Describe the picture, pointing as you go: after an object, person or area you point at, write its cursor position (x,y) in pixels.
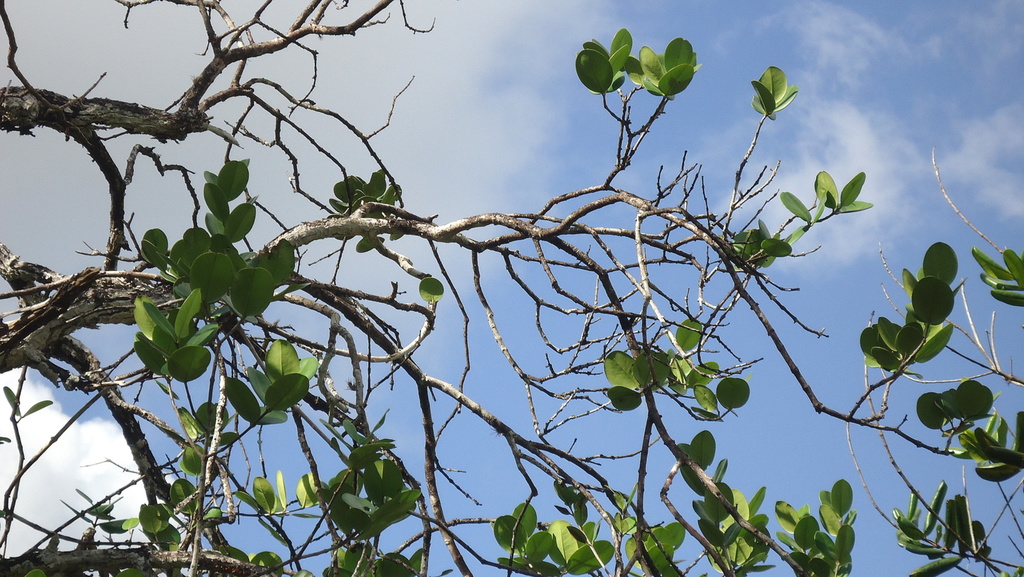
In this image we can see the branches (366,324) of a tree (336,398) with some leaves (244,285). On the backside (278,175) we can see the sky (471,170) which looks cloudy.
